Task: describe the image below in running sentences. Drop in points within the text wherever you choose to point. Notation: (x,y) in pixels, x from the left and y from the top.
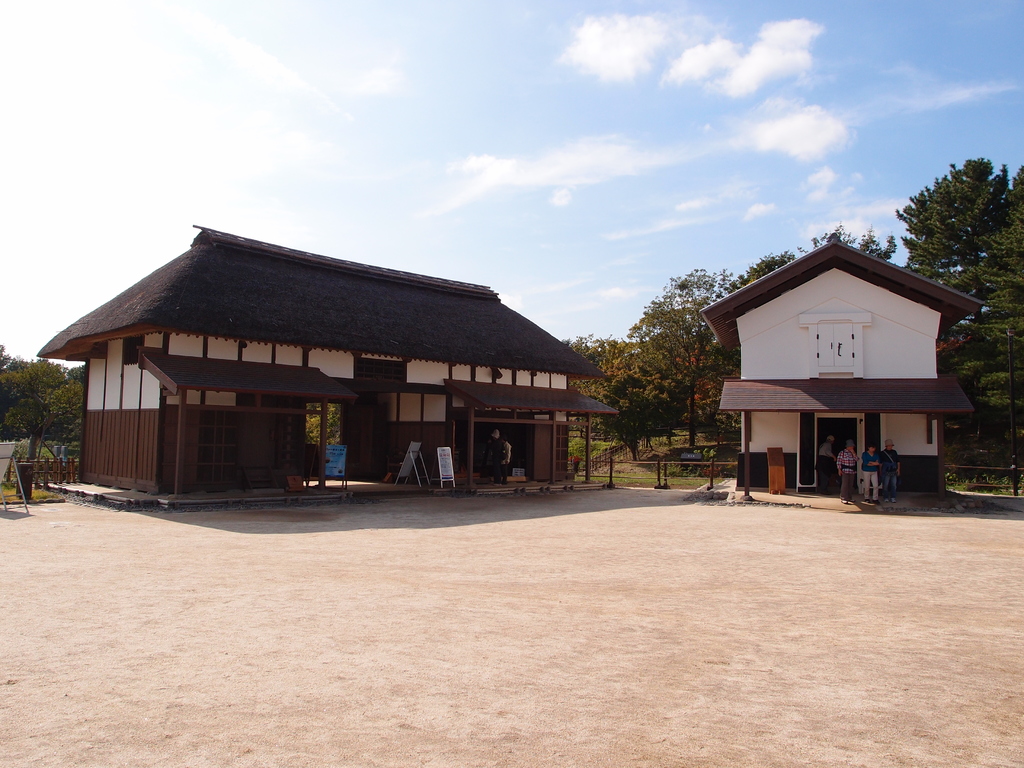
In this image I can see two buildings (427,330) in the center of the image (498,414). I can see a few people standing in front of the building (839,413). I can see some boards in front of left hand side building (429,421). I can see trees (621,361) and wooden fencing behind the buildings (403,318). At the top of the image (403,94) I can see the sky (335,97). At the bottom of the image (355,607) I can see an open ground (472,619).
